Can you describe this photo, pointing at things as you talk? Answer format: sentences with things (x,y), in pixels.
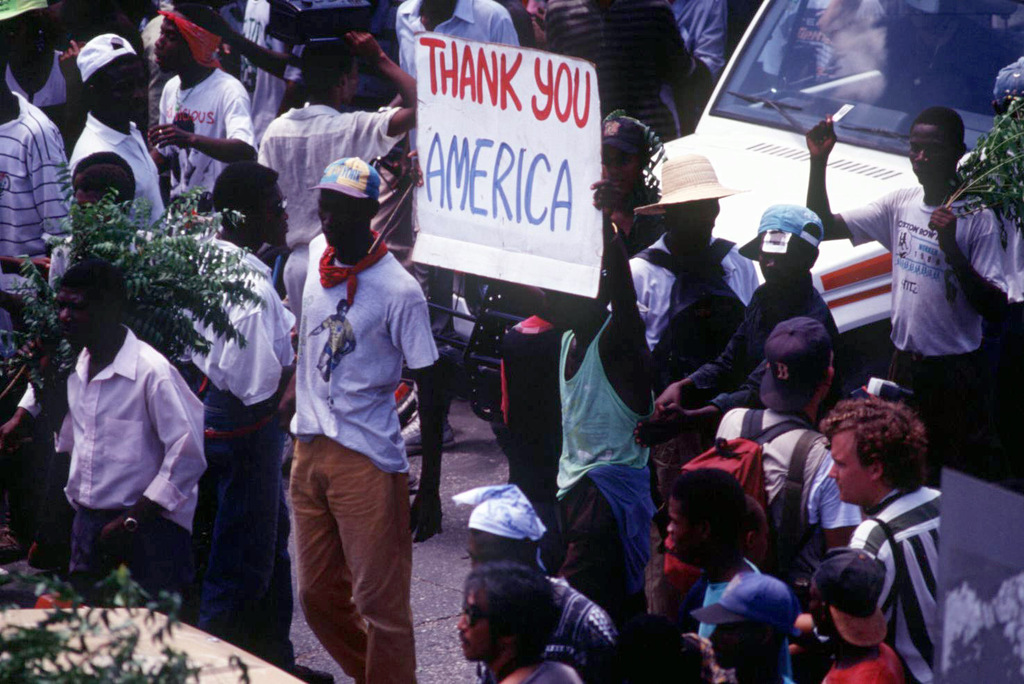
Here we can see group of people (754,402) and they are holding a board (545,139) with their hands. And there is a vehicle (857,134).
